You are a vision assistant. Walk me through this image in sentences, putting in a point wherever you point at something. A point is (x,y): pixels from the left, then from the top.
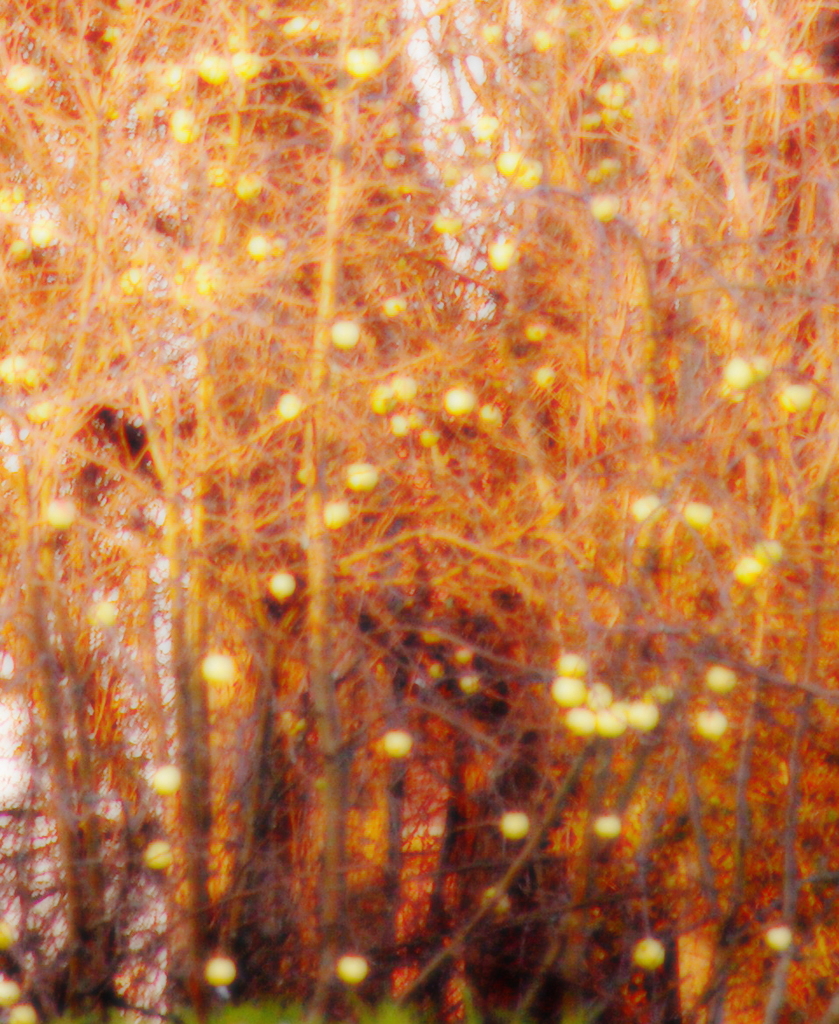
In this picture I can see trees (421,664) and few fruits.
